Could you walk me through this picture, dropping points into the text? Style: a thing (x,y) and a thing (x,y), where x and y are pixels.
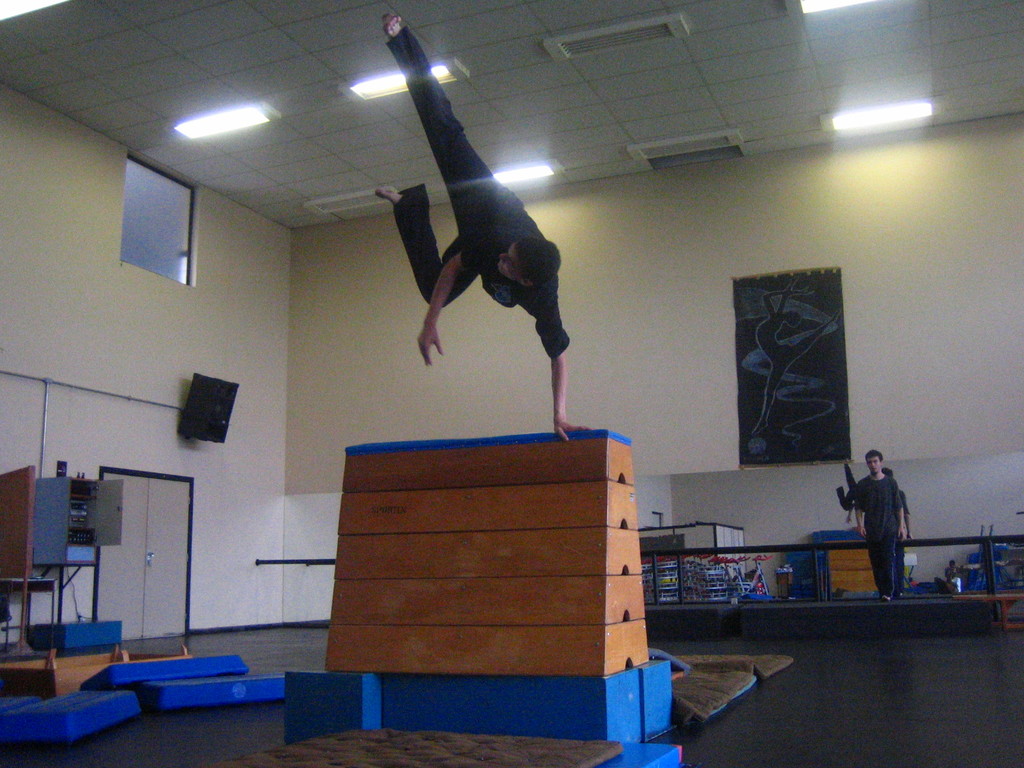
This image is clicked inside a room (748,655). In the center (477,498) there are blocks (486,553). There is a man (478,247) jumping on the blocks (489,640). Behind him there are few people (882,539) standing. In the background (581,326) there is a wall (929,361). To the right (788,389) there is a picture frame (805,378) on the wall (882,334). To the left (186,405) there is a speaker (214,407) on the wall (246,378). There are lights (238,111) to the ceiling (507,84). There is a door (168,566) to the wall (207,567). On the floor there are blocks (186,683) and carpets (510,750).
